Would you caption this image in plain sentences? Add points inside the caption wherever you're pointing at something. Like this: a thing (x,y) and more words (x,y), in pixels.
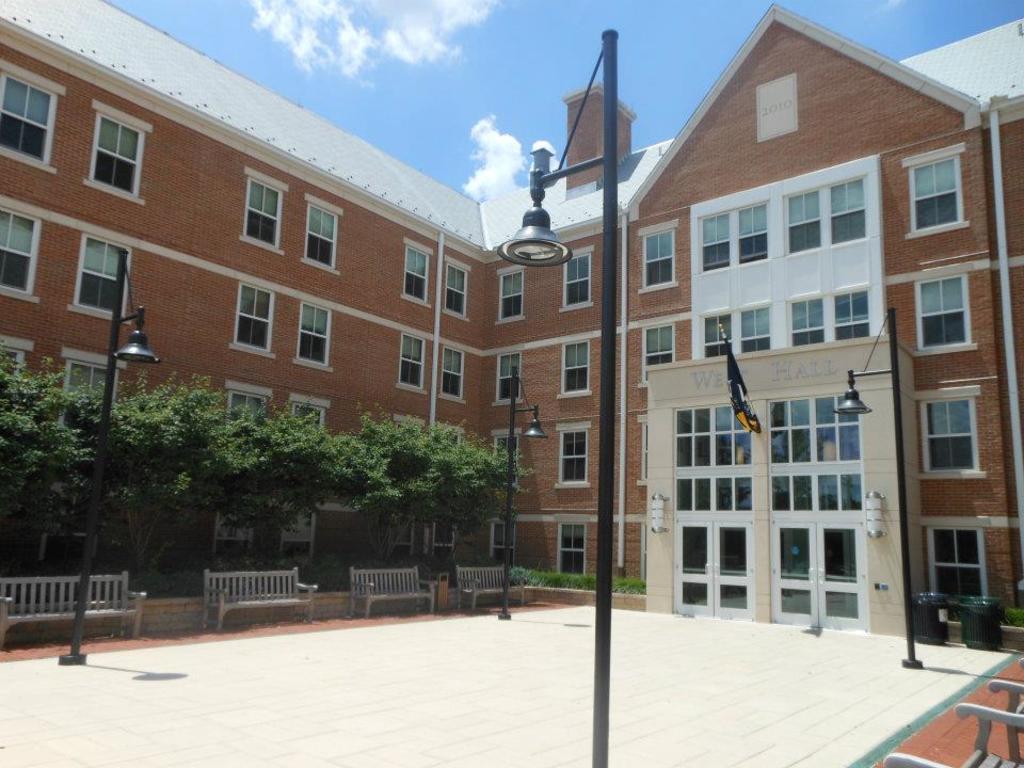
There is a big building (412,299) and in front of the building (41,526) there are many trees (275,489) and in front of the trees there are four benches (399,586), beside the benches (114,580) there are four pole lights (525,250) and in the background (439,111) there is a sky (518,106).
